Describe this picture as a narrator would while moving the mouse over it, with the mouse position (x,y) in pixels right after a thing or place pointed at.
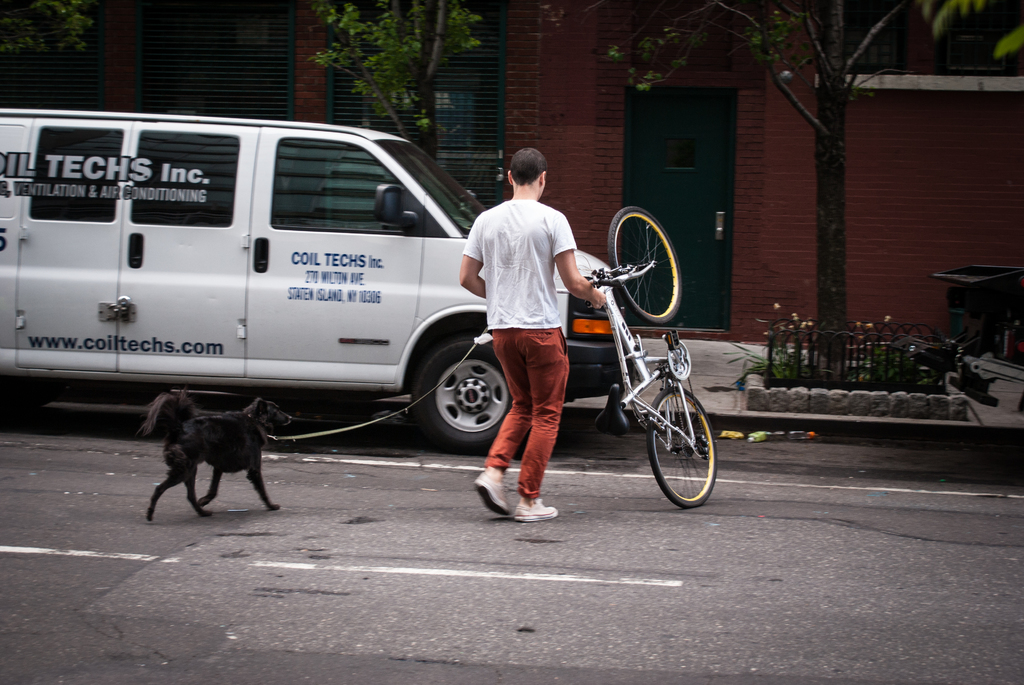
In this image we can see a person (511,425) and a dog (219,461) walking on the road (646,461), there is a vehicle (214,243) parked beside the road (425,438), there are trees (833,219), plants (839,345) and a trash bin (975,303) in front of the building (939,224).
